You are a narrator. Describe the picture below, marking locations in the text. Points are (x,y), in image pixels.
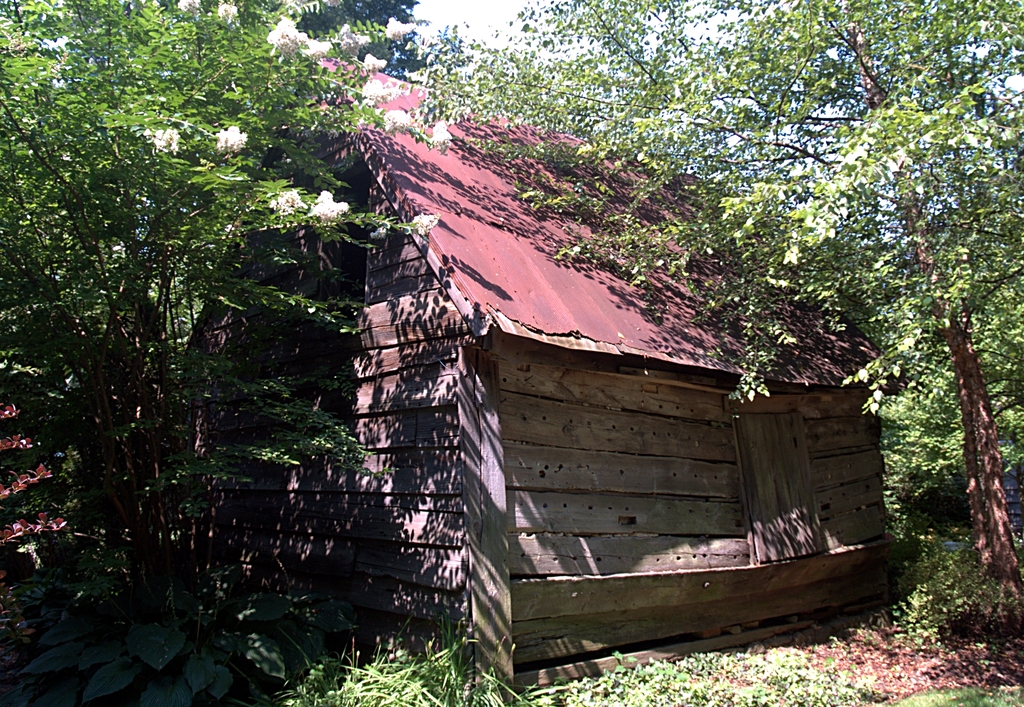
In the image we can see some trees (746,374) and house (751,424). At the top of the image (419,35) we can see the sky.
